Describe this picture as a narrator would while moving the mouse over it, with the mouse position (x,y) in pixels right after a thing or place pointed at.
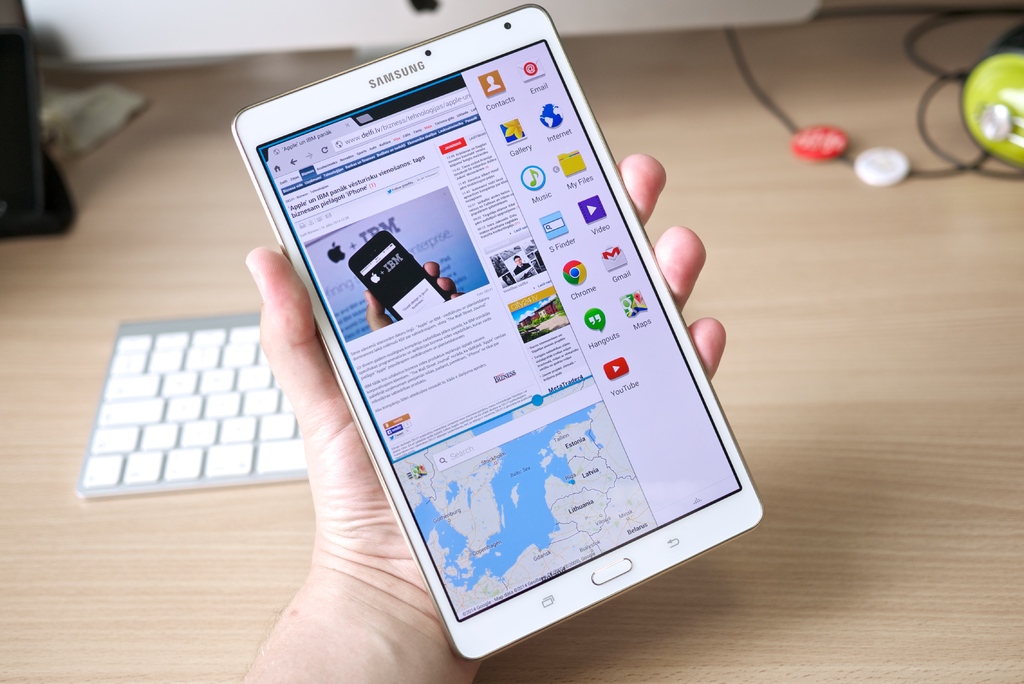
In this image we can see a person's hand (368,605) holding a cellphone (525,380), there is a keyboard (225,420), computer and few objects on the table (189,119).
